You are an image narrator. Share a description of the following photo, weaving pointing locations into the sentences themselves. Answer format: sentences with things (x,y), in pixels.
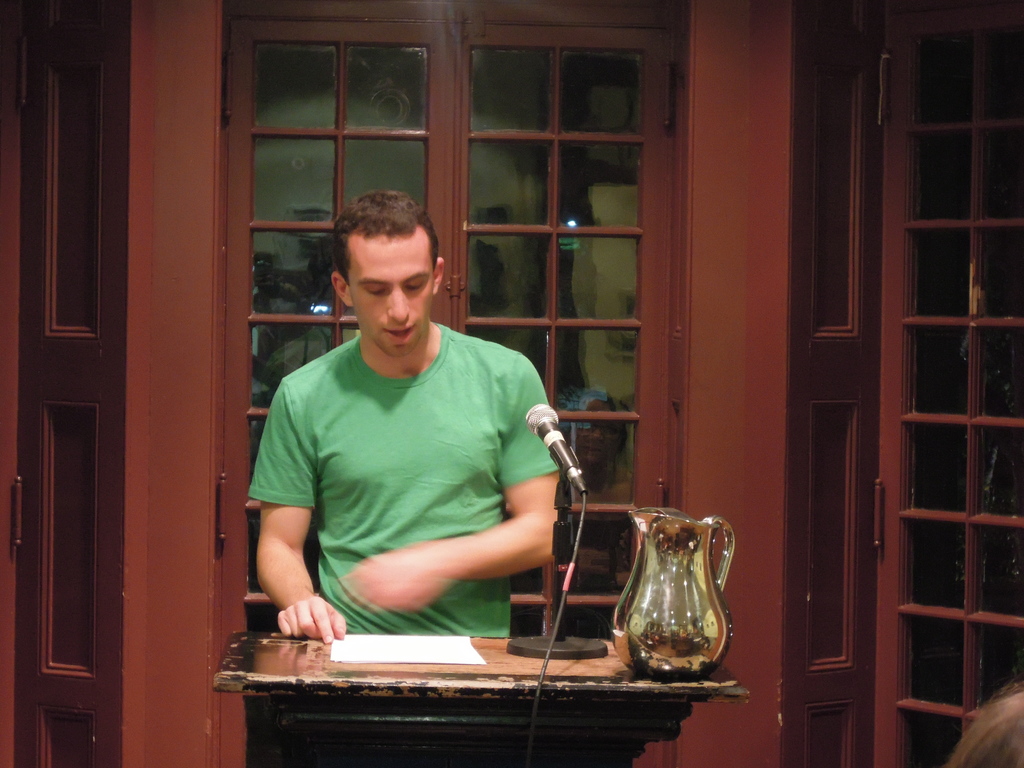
In the center of the image (488,403) a man (348,409) is standing. At the bottom of the image (470,724) podium (463,724) is there. On podium (478,680) we can see a paper (452,643), mic (566,466) and a container (649,596) is there. In the background of the image (479,160) door (547,146) is present.
